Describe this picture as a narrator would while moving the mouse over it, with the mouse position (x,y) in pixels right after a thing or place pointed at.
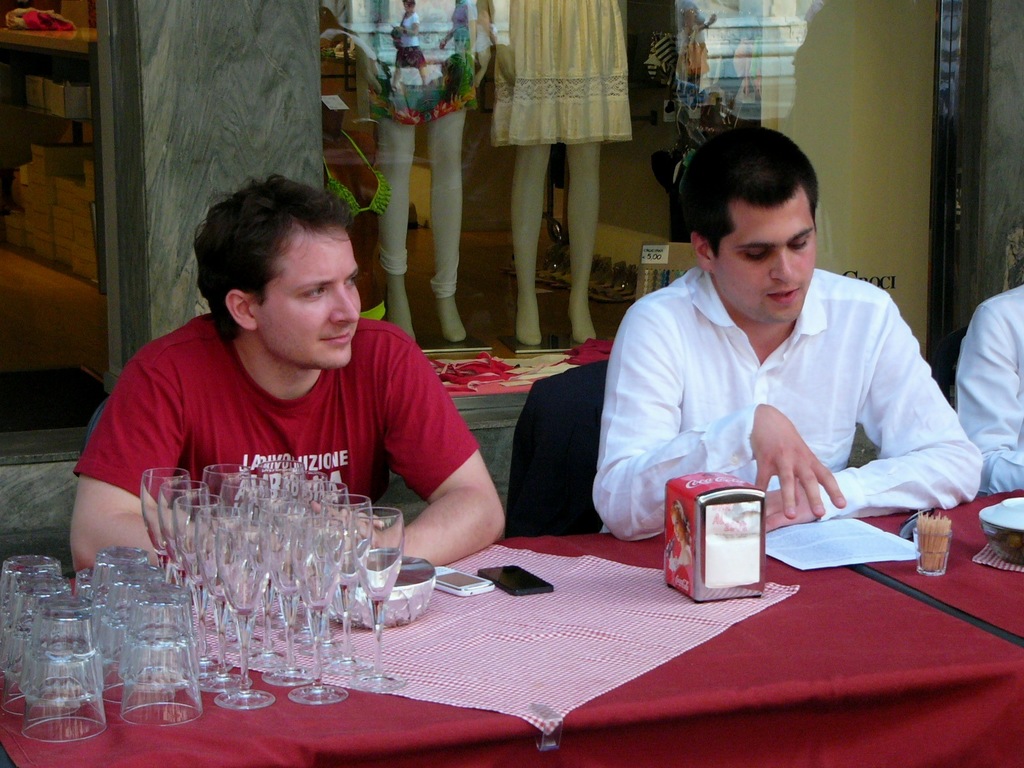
In the picture we can see two men (651,533) are sitting near the table (814,732), and on the table (918,723) we can see some glasses (380,533), two mobile phones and behind the men (111,425) we can see two mannequins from the glass (871,46).
